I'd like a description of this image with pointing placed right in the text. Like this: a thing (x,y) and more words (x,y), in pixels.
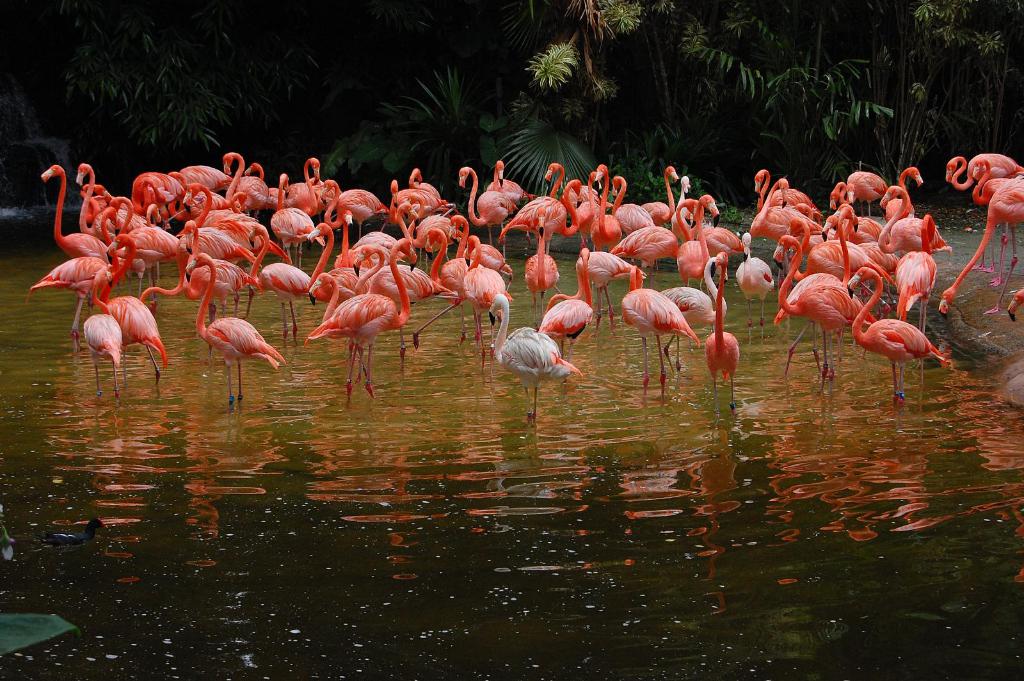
In this image, we can see a group of flamingos (543,274) are in the water (645,463). Top of the image (813,87), we can see so many trees (529,107) and plants (487,140). Left side of the image (41,186), we can see a waterfall (39,160).
